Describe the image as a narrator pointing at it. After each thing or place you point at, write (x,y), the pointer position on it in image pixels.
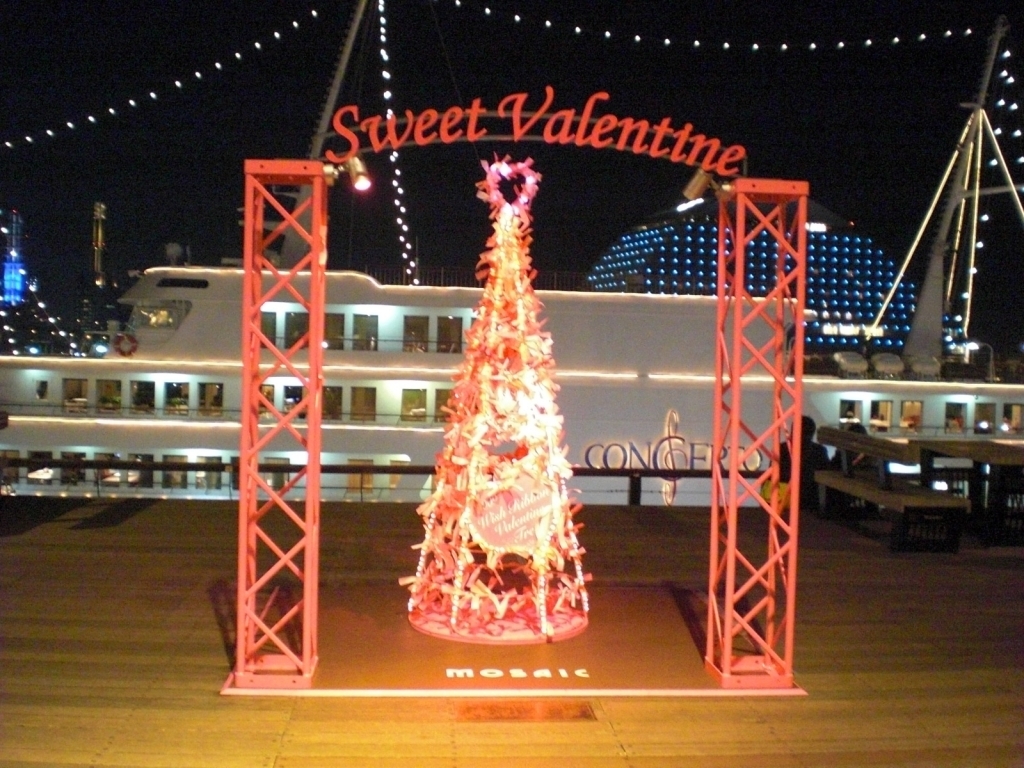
In this image I can see there is a decorative object (486,481) which is placed on the floor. Beside that, there is a stand (451,134) with text (567,125). And there is a bench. And at the back (278,409) there is a ship (288,494) with lights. And there are poles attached to the ship (692,325).
